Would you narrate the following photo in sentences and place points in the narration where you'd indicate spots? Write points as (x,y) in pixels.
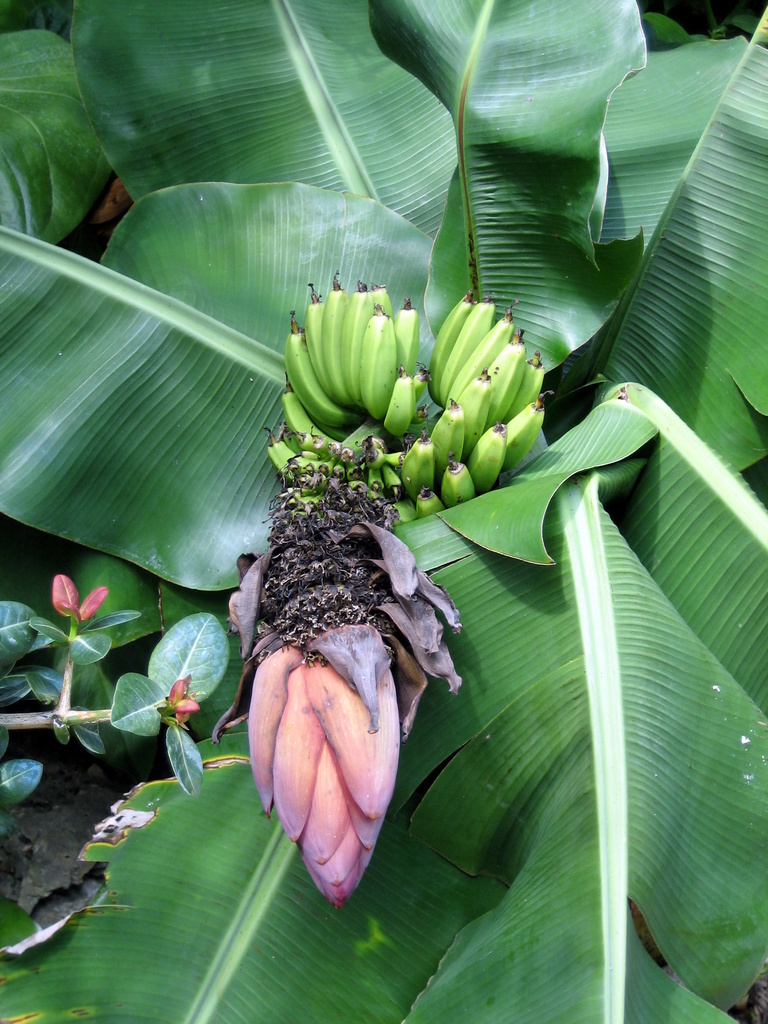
In this picture I can see banana tree (344,530) and I can see few bananas (402,403) and few leaves (502,522) and I can see another tree branch (70,582) on the left side (65,701).
